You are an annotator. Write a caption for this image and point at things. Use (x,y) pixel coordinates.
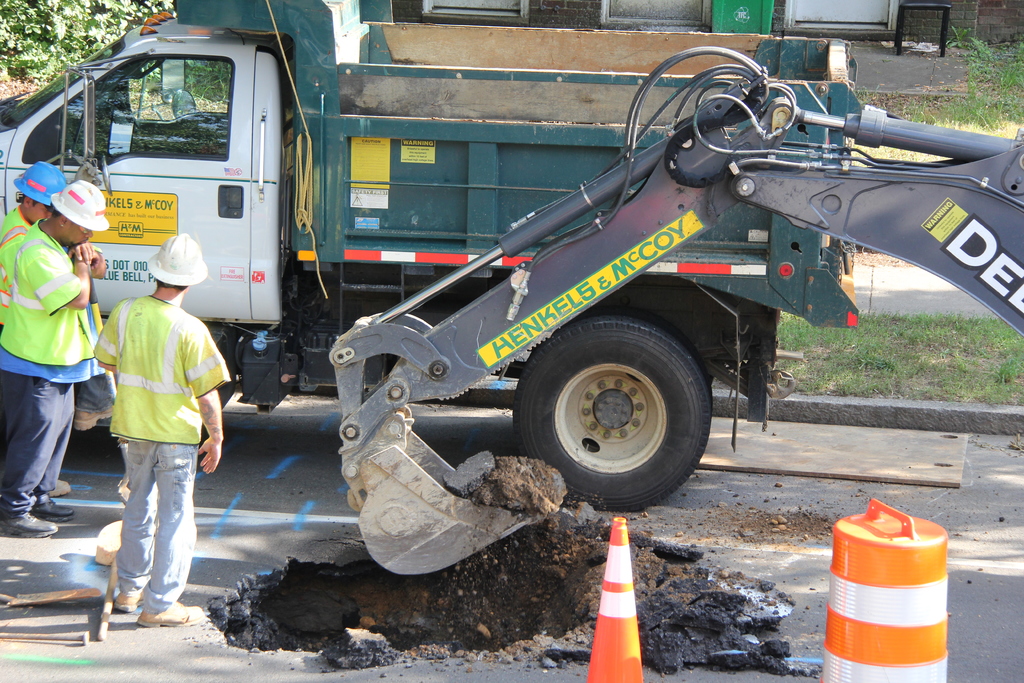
In this picture we can see there are three people (34,438) standing on the road (112,514) and on the left side of the people (27,348) there are some objects (101,595). On the right side of the people (41,344) there is a construction barrel (905,563), cone barrier (619,612) and it looks like an excavator (497,347). Behind the people (139,369) there is a vehicle (181,180), trees (124,10), grass (981,58) and it looks like a house (998,20).
